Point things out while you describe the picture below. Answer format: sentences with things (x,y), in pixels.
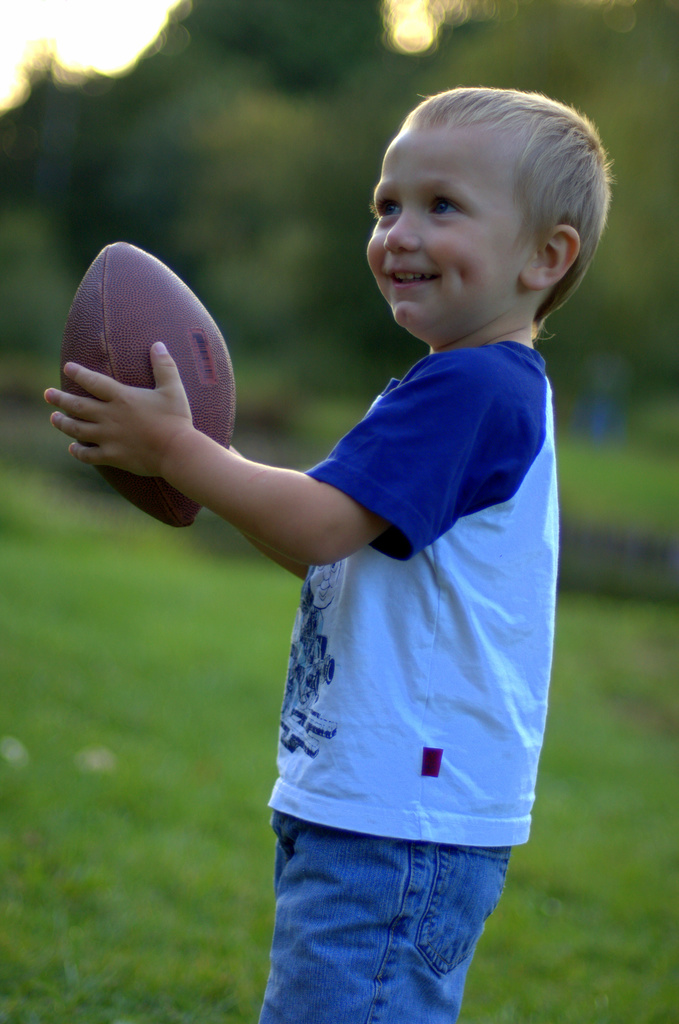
Here we can see a kid (304,586) holding a rugby ball (102,294) and behind him we can see greenery (276,121) and the ground (78,764) is also green with grass (229,853).
